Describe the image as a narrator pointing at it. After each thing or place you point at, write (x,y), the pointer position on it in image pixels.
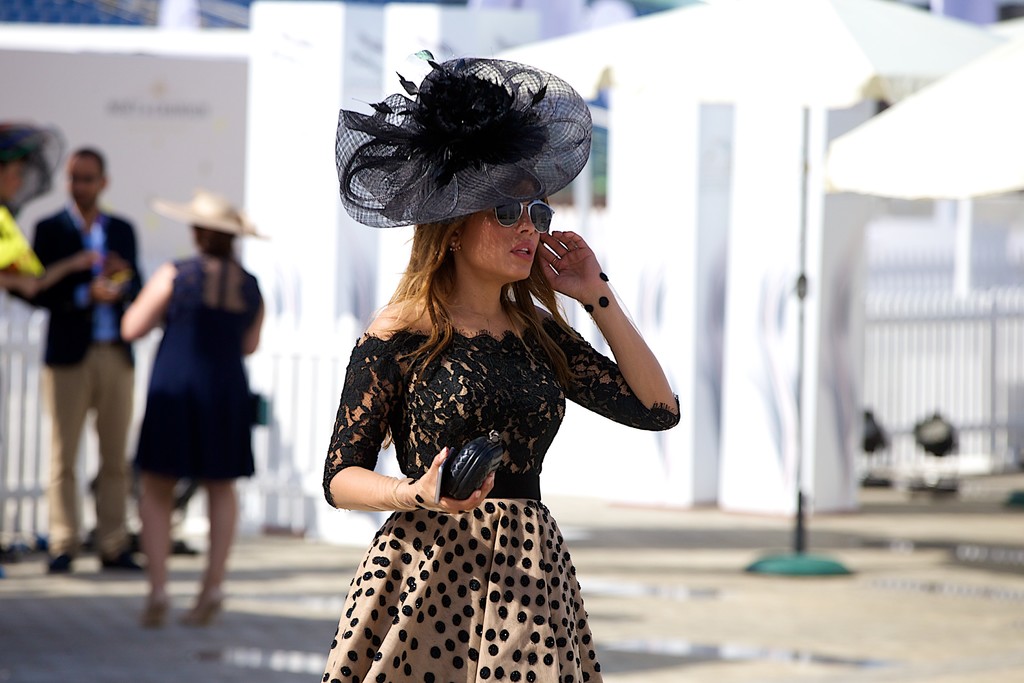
This picture describes about group of people (428,249), in the middle of the image (467,376) we can see a woman (455,408), she is holding a wallet (493,443), and she wore a cap (376,189), in the background (943,396) we can find few houses (835,191) and fence (916,383).
